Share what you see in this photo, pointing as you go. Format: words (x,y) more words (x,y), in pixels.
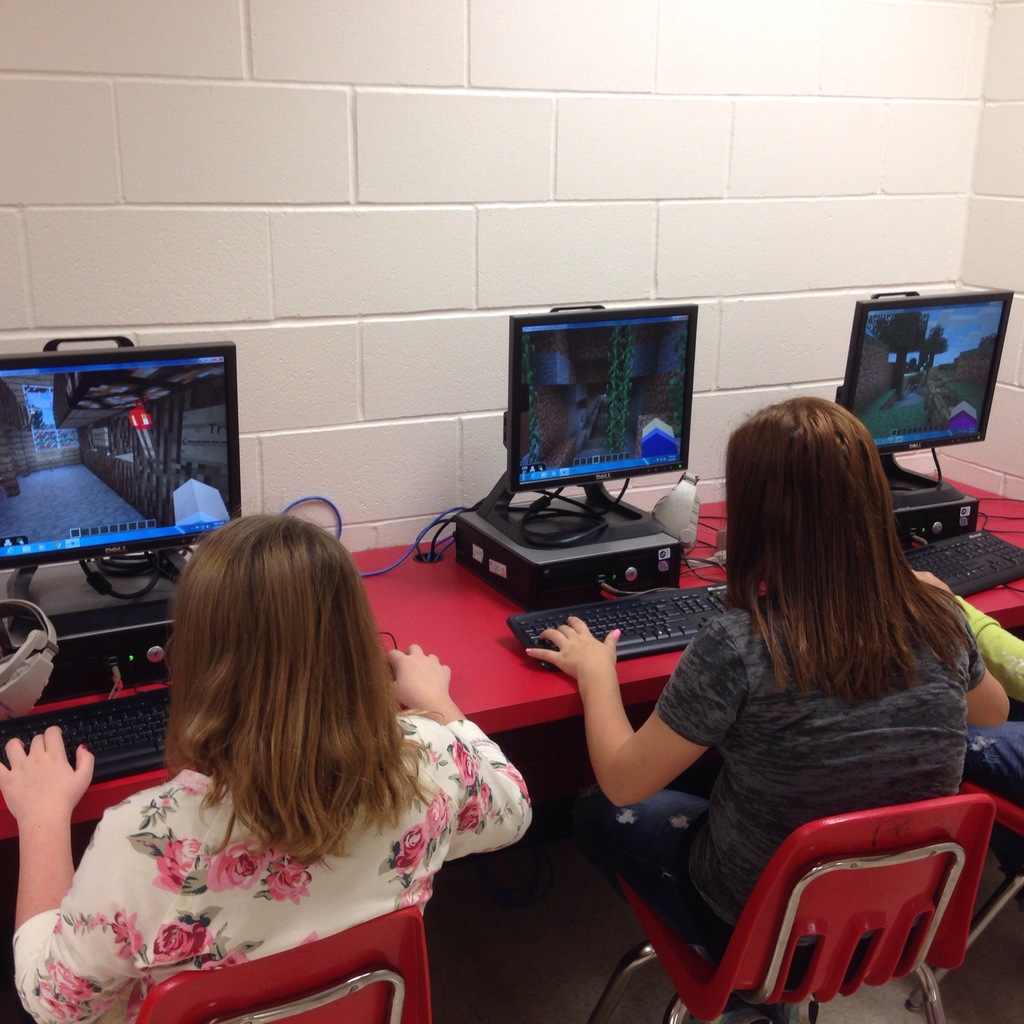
This picture shows few woman (392,784) seated on the chairs (236,1008) and we see few computers (55,563) on the table (992,520).
